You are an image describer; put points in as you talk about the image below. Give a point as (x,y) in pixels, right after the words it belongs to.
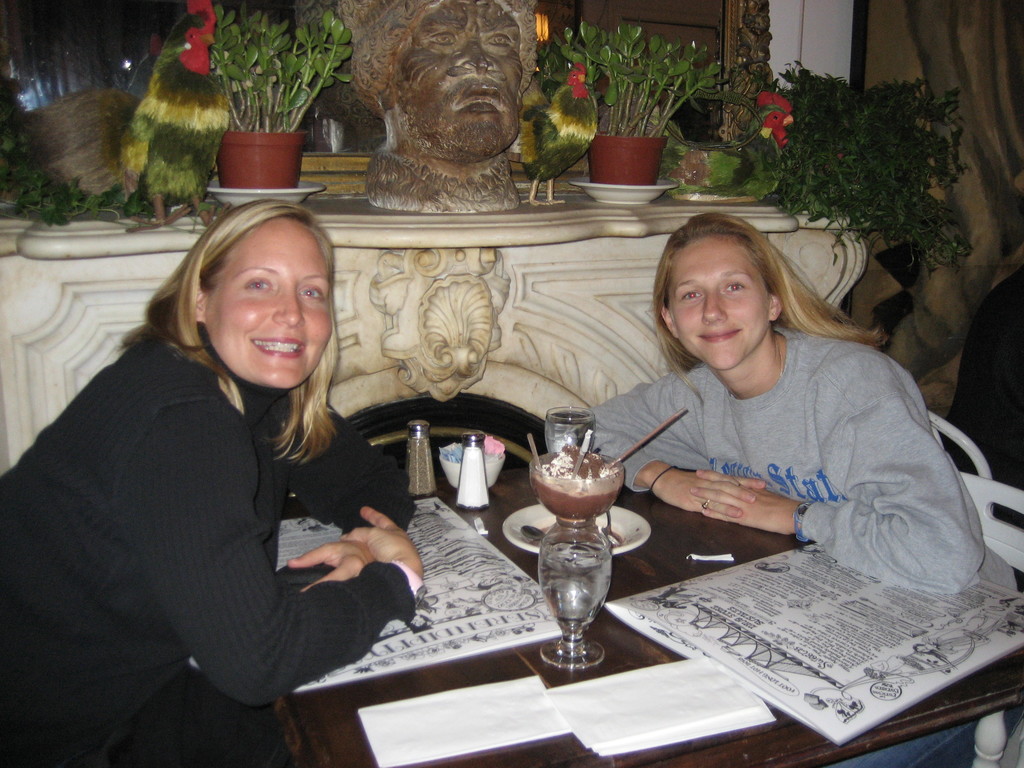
There are two women (261,429) sitting on the chairs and smiling. This is the table (640,657) with salt and pepper bottles (471,464), a small bowl (493,475), plate (531,516), papers (661,704) and glass object (589,495). This looks like a sculpture (458,102) with a small flower pots (296,142). These are the toys of hen (191,131) placed on the stone (530,218). This looks like a houseplant (892,151).
